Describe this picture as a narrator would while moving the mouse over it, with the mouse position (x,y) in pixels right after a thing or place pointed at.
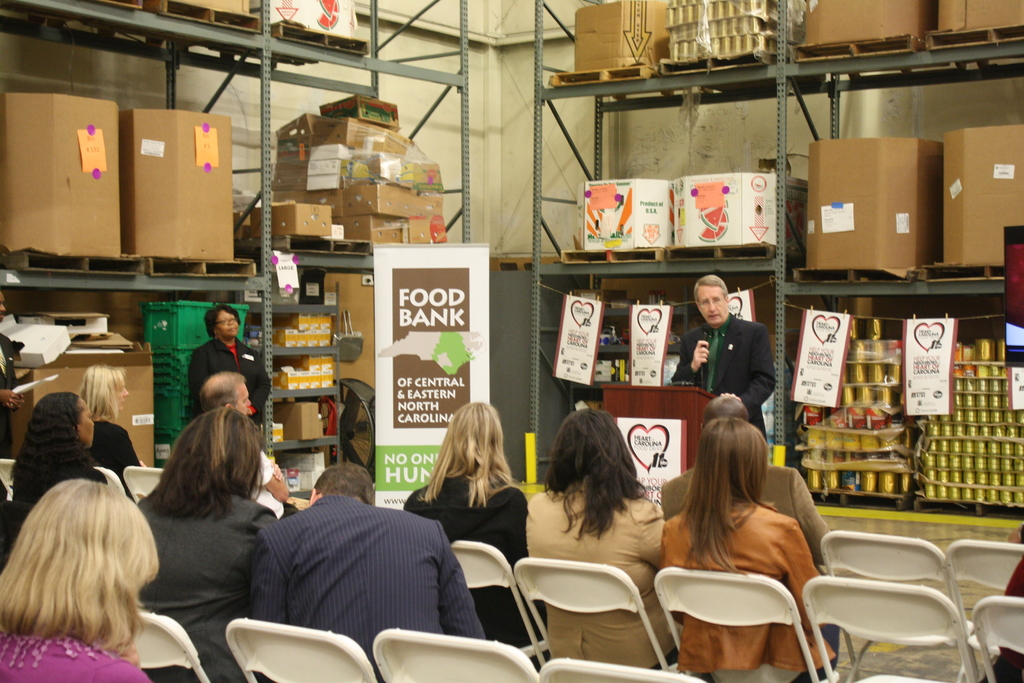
This image is taken inside a room (809,350). There are few people (697,304) in this room (571,372). In the left side of the image (266,524) few people (285,571) are sitting on the chairs (298,632). In the right side of the image (828,554) there are few empty chairs (902,625) and a rack (960,62) with shelves (843,288) and there are cardboard boxes (910,181) and few things (1001,412) in it. In the background (260,64) there are few racks (298,49) with shelves (159,61) and many things (167,247) in and there is a wall (494,159), banner (389,272) with text (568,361) on it and a man (759,340) is standing near the podium (659,402) holding a mic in his hand (702,350).
